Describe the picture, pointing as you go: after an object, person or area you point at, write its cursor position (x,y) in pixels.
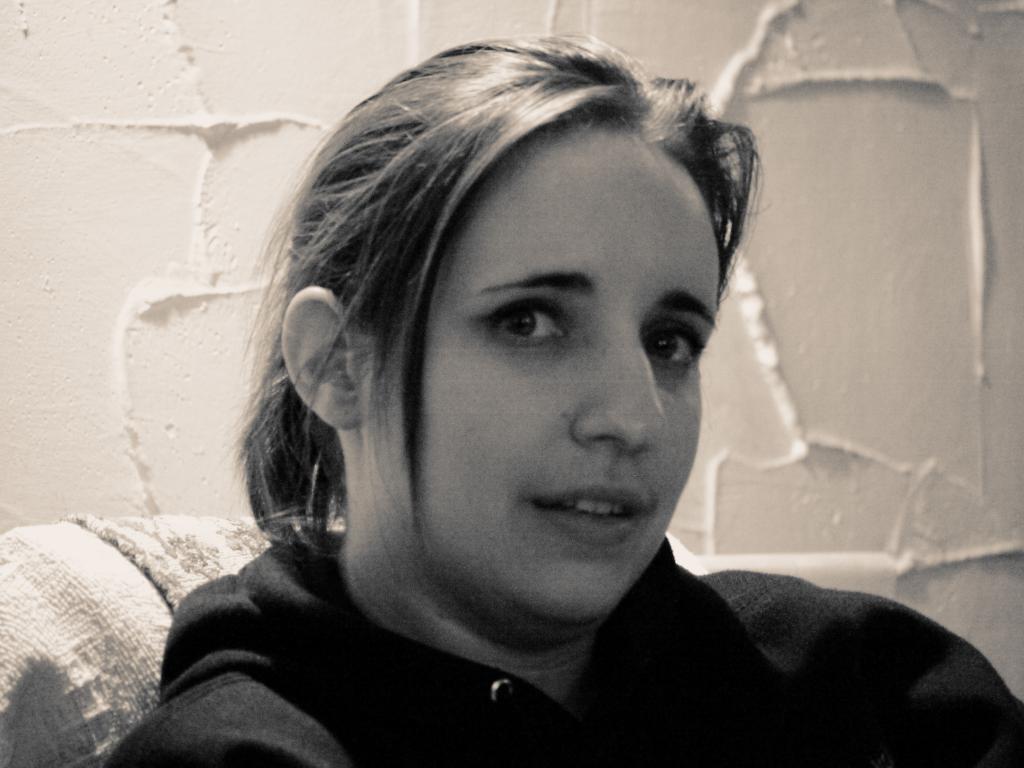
In this image we can see a woman (499,523) sitting on a chair (142,595) and wall (186,381) in the background (852,344).
